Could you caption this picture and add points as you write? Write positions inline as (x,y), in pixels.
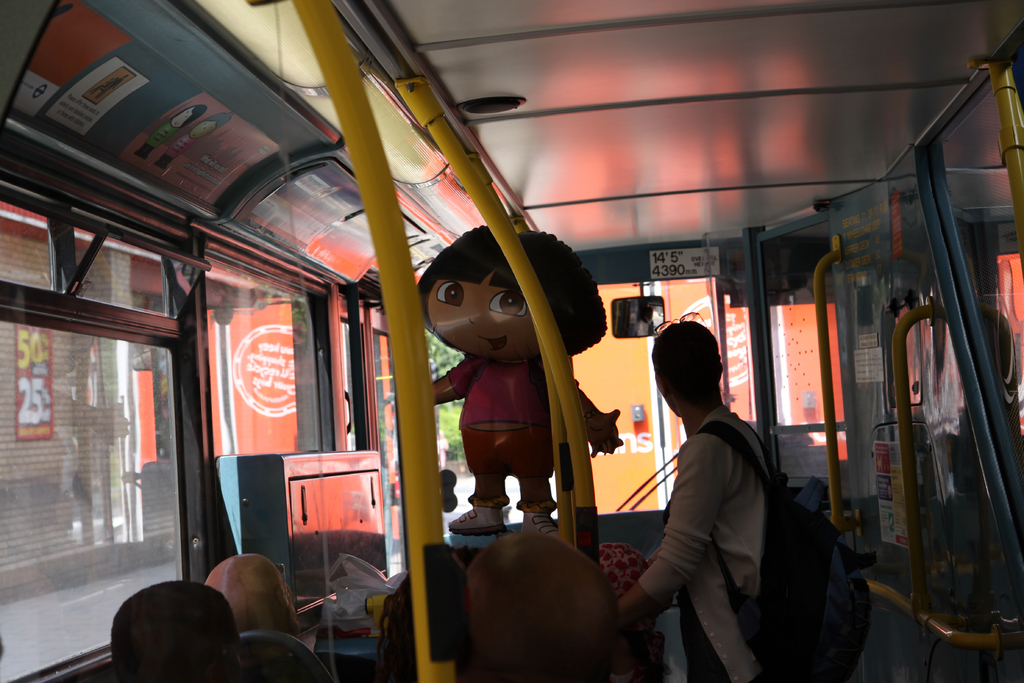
This is a picture of inside of a vehicle (563,458), in this image there are some persons (158,607) sitting and one person (726,506) is standing and there is one toy (492,376), poles (364,124) and glass windows (294,398). And through the windows (234,398) i can see some shutters (47,502), and some boards (263,400).
